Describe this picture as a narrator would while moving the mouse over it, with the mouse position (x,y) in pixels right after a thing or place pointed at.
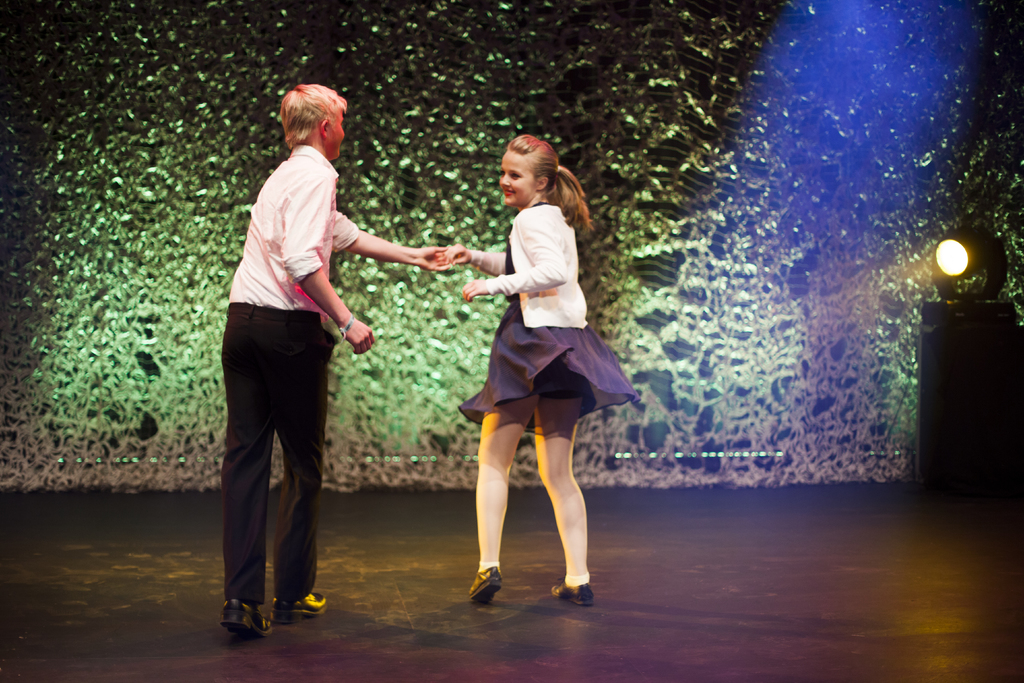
In this image we can see one light (946,265) on the surface (671,598), two persons (510,349) dancing on a stage (118,571) and backside of these persons (239,403) one big green color wall (74,291) is there.
